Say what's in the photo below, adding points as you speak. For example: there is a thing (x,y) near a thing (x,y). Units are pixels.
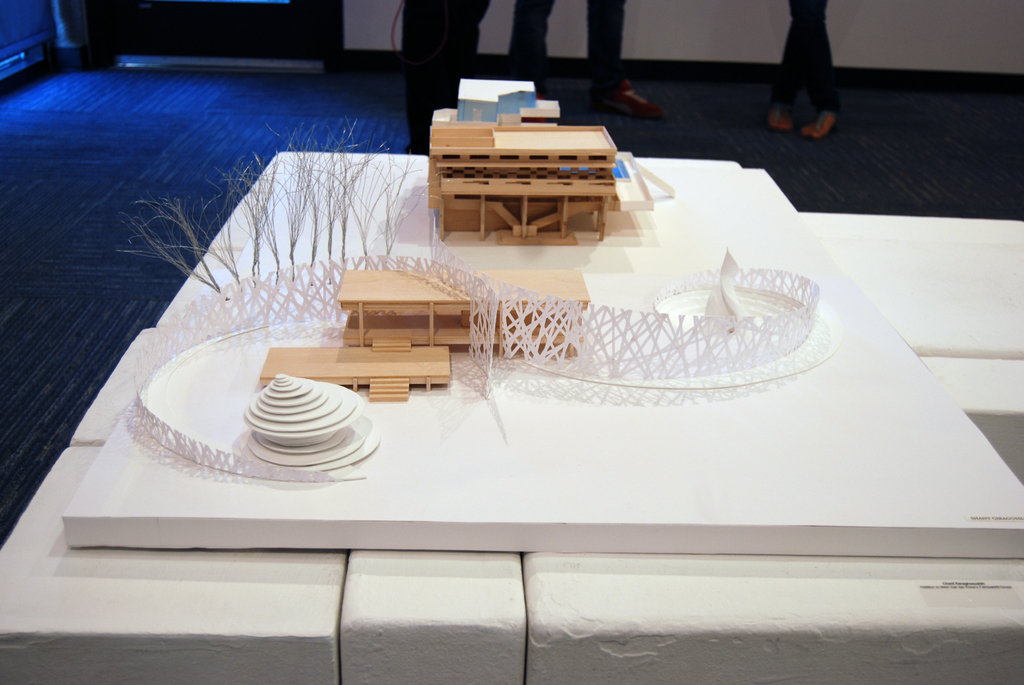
In this picture, there is a miniature art (425,327) placed on the table (590,627). In the miniature art (487,288), there are buildings (459,226), trees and bridge (327,302) are made. On the top (441,108) there are people (434,26), only can be seen. Towards the left (134,150), there is a mat (169,133) which is in blue in color.
